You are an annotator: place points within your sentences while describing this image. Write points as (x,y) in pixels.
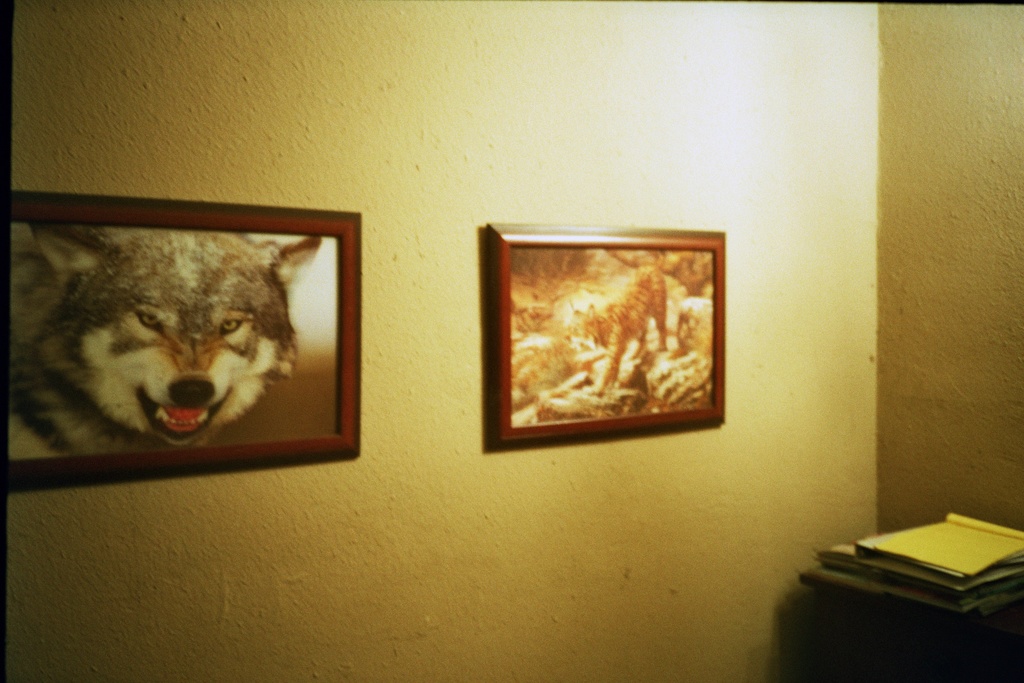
In this image there are two animal frames (207,352) attached to the plain wall (563,562). In the bottom right corner (948,581) there are some books (954,581) placed on the wooden object (909,613).
